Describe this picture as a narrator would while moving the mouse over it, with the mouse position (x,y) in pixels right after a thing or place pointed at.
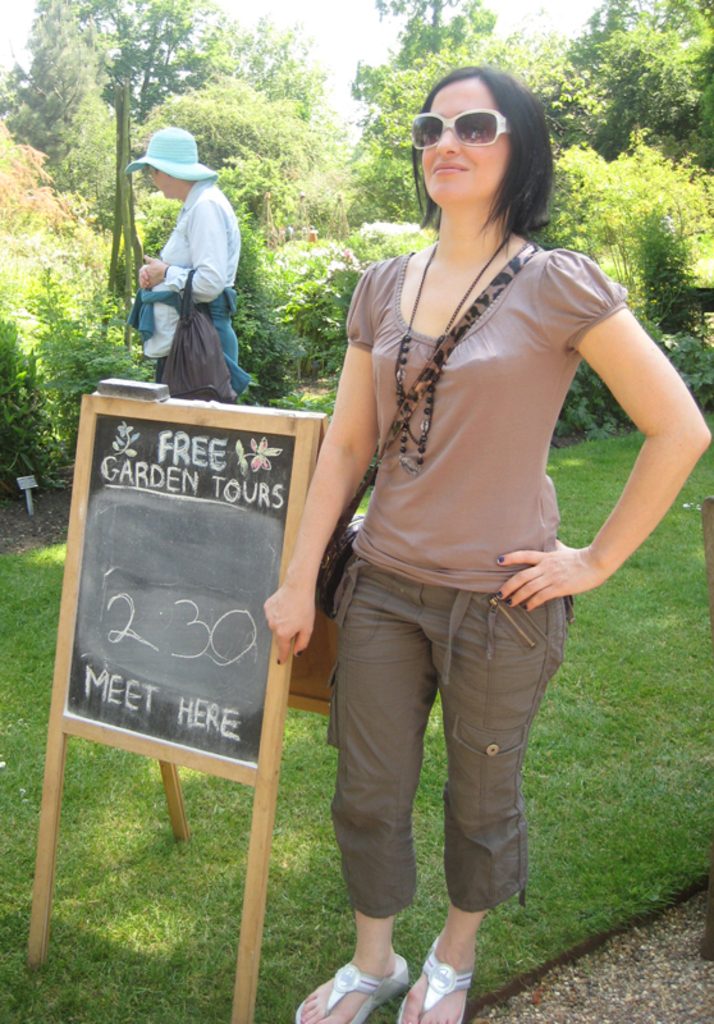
In this picture I can see a woman (358,704) standing, there is a board (118,410) on the grass (663,683), there is another person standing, and in the background (278,184) there are trees (391,95).
